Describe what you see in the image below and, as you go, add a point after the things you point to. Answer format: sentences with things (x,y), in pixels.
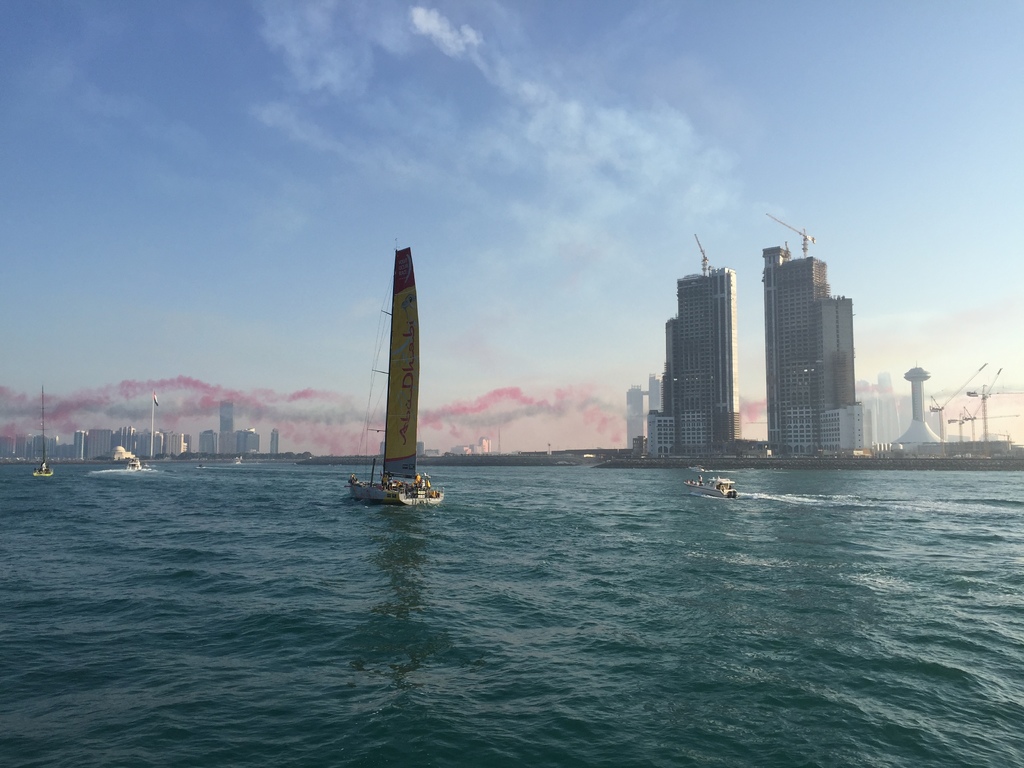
In this picture we can see few boats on the water (435,702) and in the background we can see buildings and the sky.
